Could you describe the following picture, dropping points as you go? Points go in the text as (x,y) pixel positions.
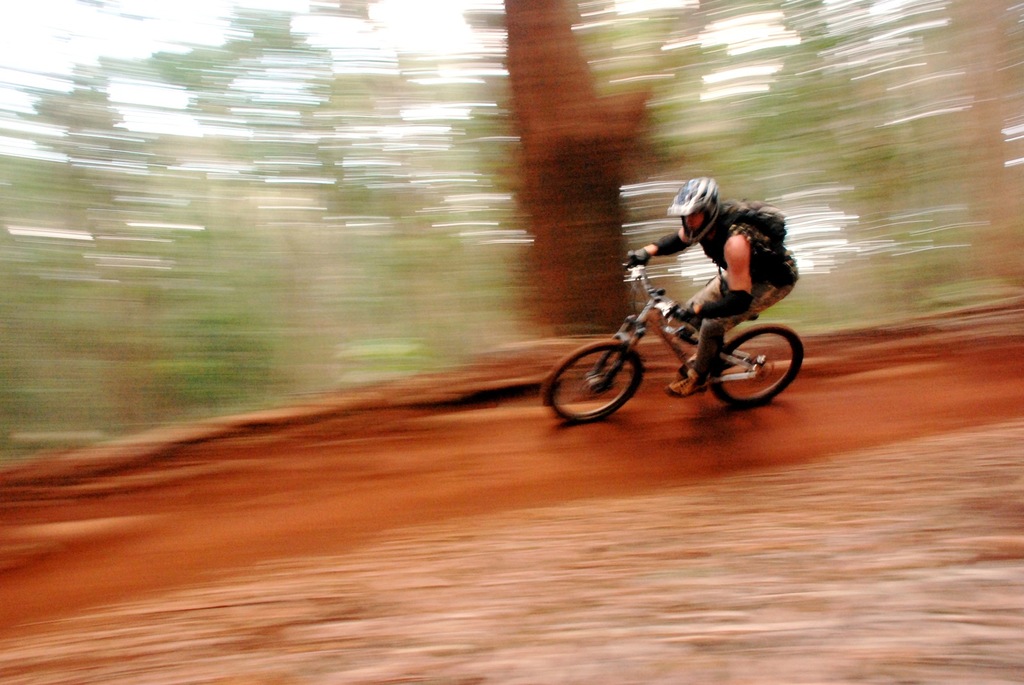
This is a picture took in motion. Here we can see a person (730,311) riding a bicycle (673,323) on the ground (457,426). In the background (476,214) there are trees (248,140).
